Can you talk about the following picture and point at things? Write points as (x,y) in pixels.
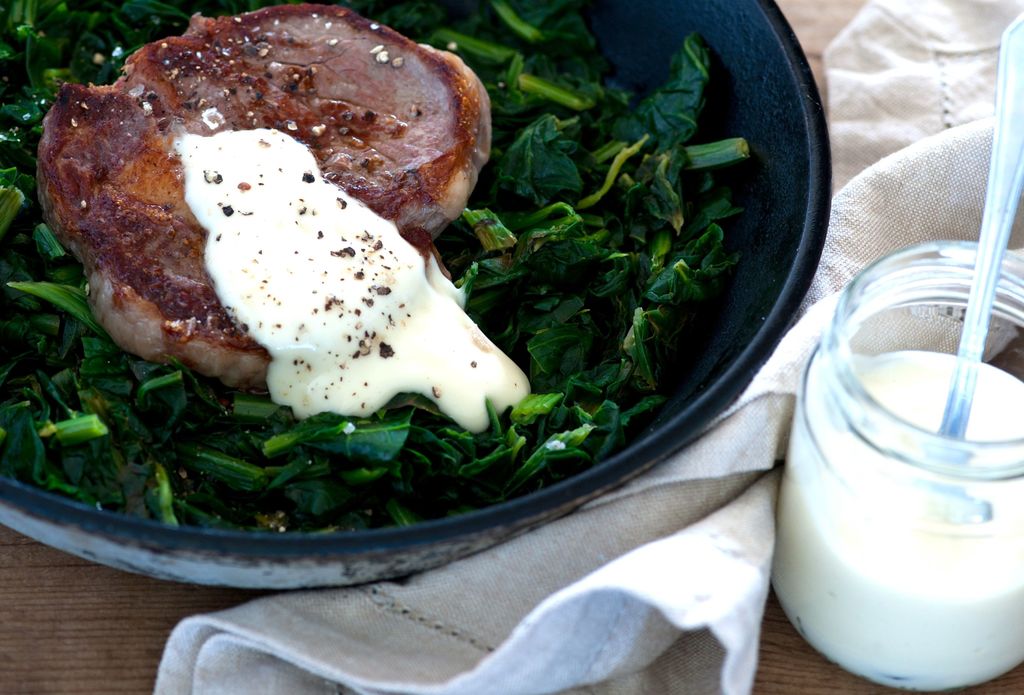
Here we can see a bowl (717,184), bottle (867,501), spoon (991,184), cloth (915,84), and food (289,338) on the platform (150,583).
